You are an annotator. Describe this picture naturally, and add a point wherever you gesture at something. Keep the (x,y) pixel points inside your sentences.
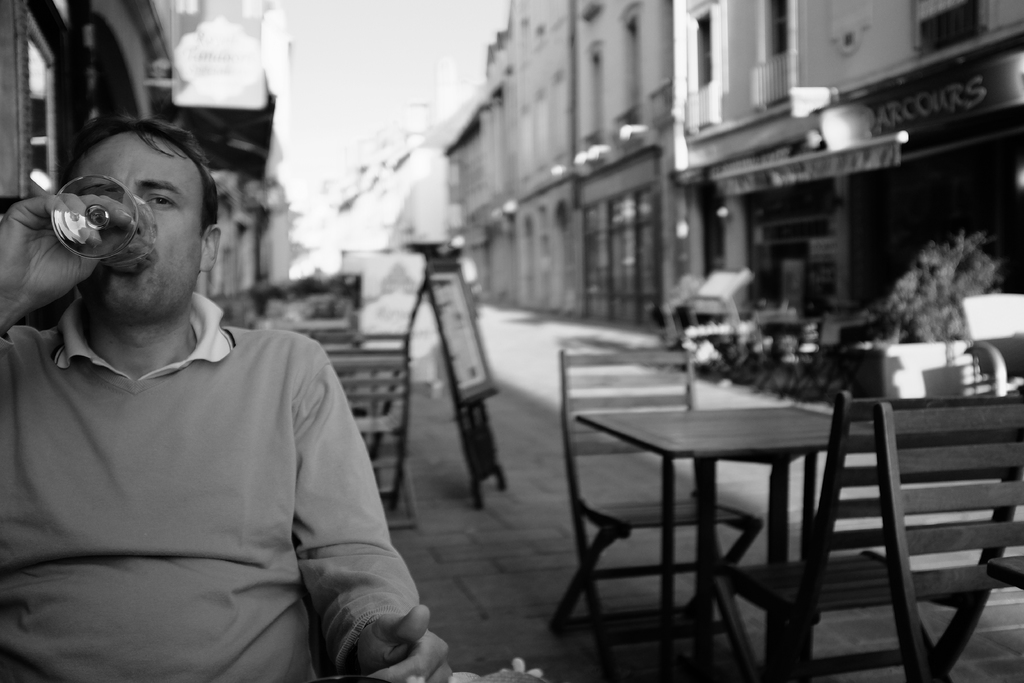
A man (182,535) is sitting and drinking something holding a glass (92,219) in his hand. There is a table (680,452) and there are some chairs (871,541). And we can see a board (448,357) on the path (450,500). And there some building (643,199) to the right side (763,114) corner.
